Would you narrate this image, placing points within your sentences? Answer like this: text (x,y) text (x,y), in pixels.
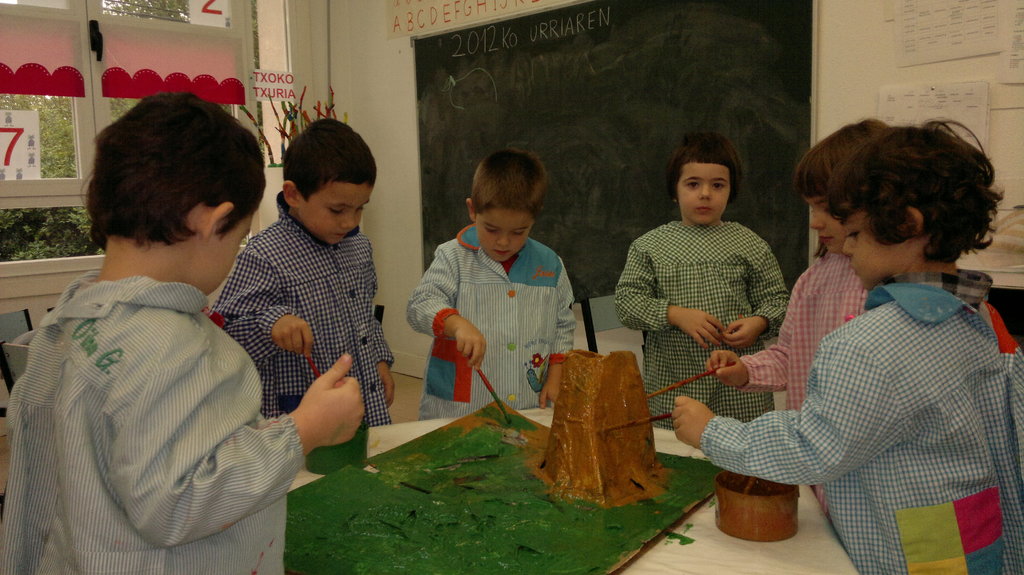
In this image I see children (817,202) who are standing and I see that these 4 of them (447,337) are holding a thing (665,419) in their hands (688,403) and I see a thing (509,449) over here which is of brown and green in color. In the background (449,48) I see the board (516,68) and I see something is written and I see the wall (367,36) on which there are number of papers (942,36) and I see the window (37,193) over here and through the glasses (67,128) I see the leaves (66,160).
